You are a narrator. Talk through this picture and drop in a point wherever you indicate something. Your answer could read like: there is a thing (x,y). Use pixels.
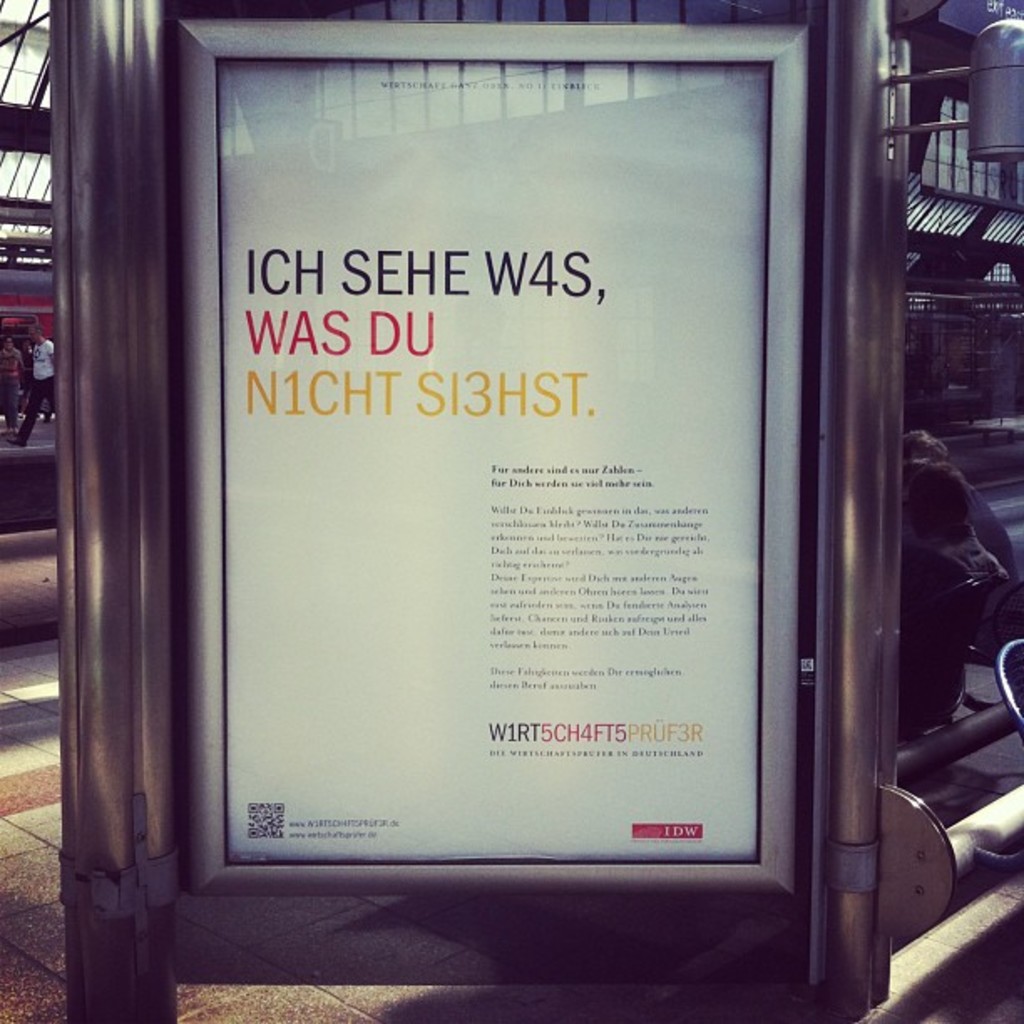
In this picture there is a board (740,514) on the pole (73,94) and there is a text (505,254) on the board (647,768). On the right side of the image (1005,526) there are two persons (989,583) sitting on the chairs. On the left side of the image (19,301) there are two persons (10,400) walking and there is a train (16,282). At the top (32,219) there is a roof (48,91).
